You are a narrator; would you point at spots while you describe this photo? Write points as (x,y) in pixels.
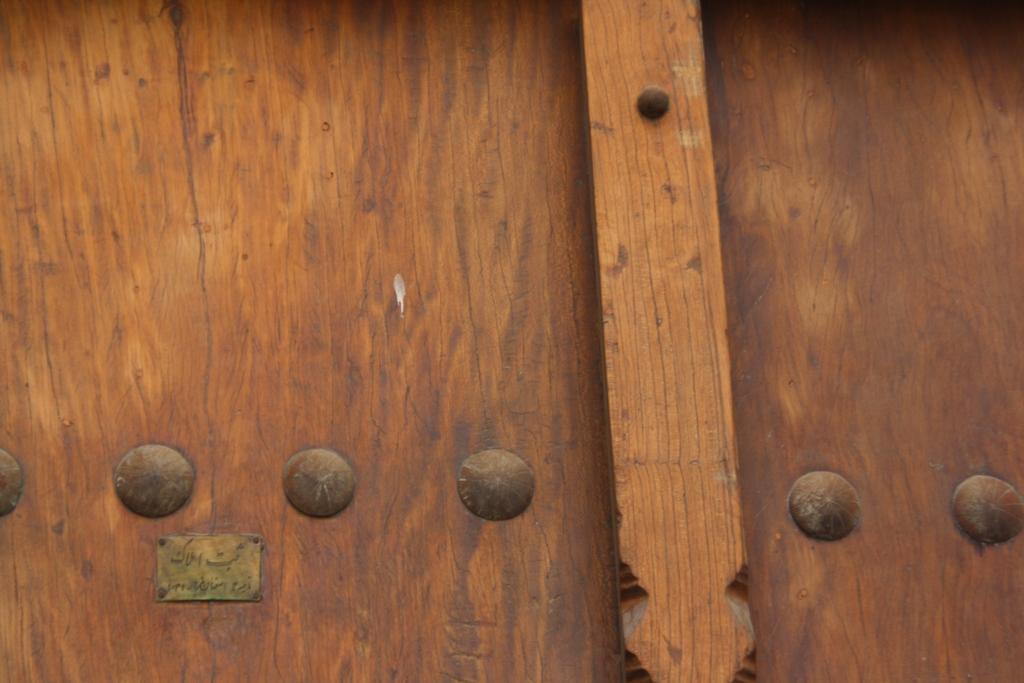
In this picture we can see a wooden board (492,430) is present.
